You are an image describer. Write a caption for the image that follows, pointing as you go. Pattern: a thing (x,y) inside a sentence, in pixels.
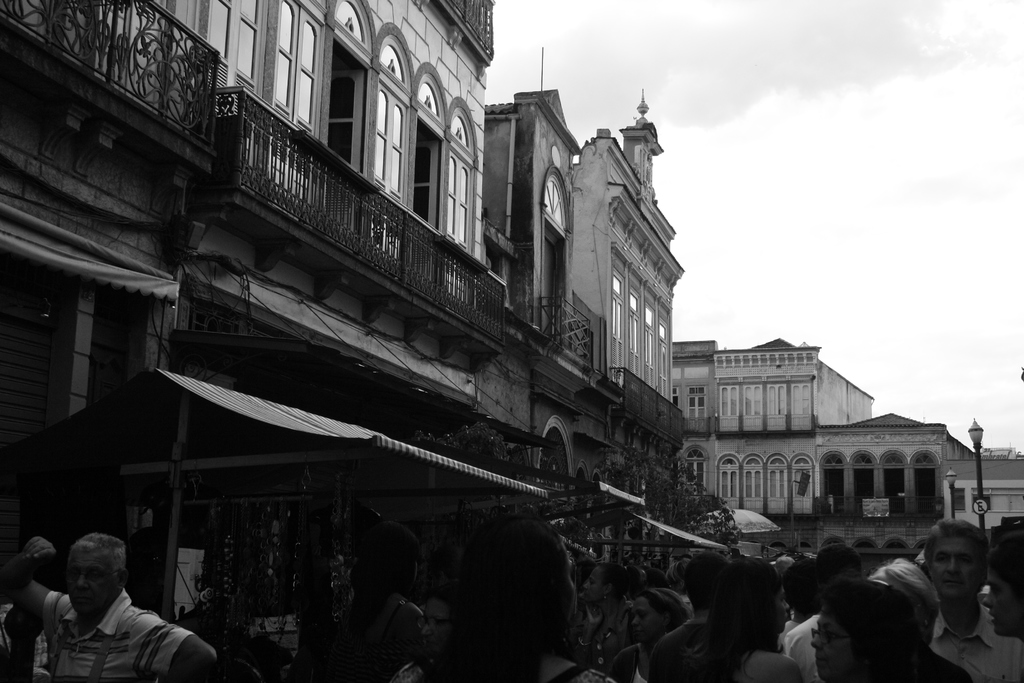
In this image I can see the black and white picture. I can see number of persons (980,631) are standing on the ground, few trees (685,488), an umbrella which is white in color, few poles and few buildings (643,350). In the background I can see the sky (839,146).
